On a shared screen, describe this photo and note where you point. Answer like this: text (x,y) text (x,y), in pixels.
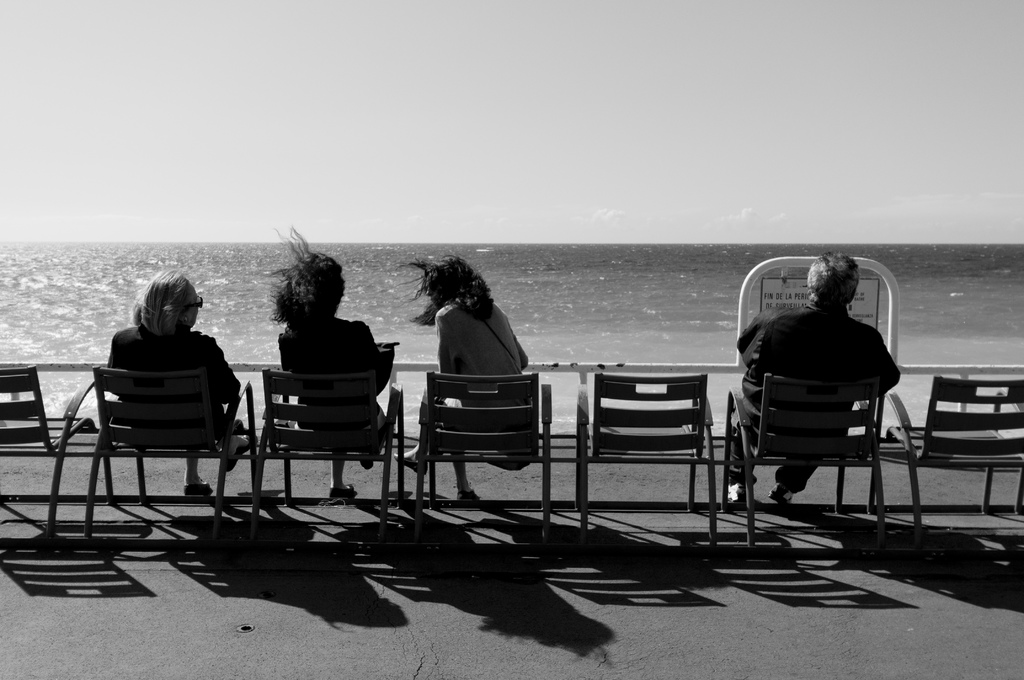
In this picture we can see four people (812,318) one man (790,358) and three women (342,368) are sitting in chairs (427,434) and looking at water (588,335), in the top of the image (475,111) we can see sky (480,81).
